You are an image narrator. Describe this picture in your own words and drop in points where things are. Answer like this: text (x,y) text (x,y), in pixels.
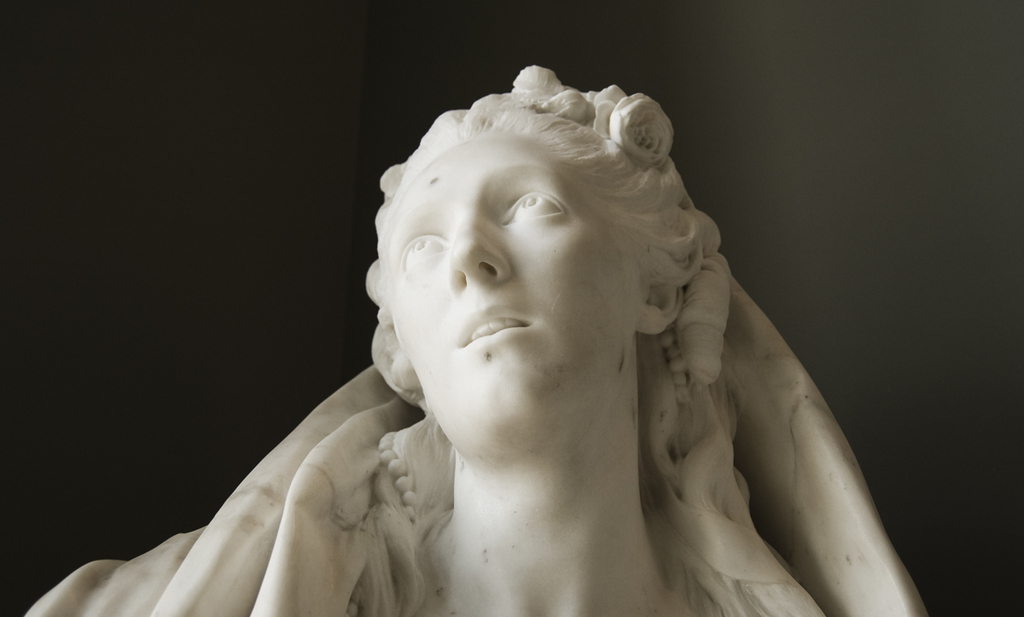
In the image there is a statue (405,516) of a lady (666,502) which is in white color. Behind statue (428,328) there is a dark background (269,267).
